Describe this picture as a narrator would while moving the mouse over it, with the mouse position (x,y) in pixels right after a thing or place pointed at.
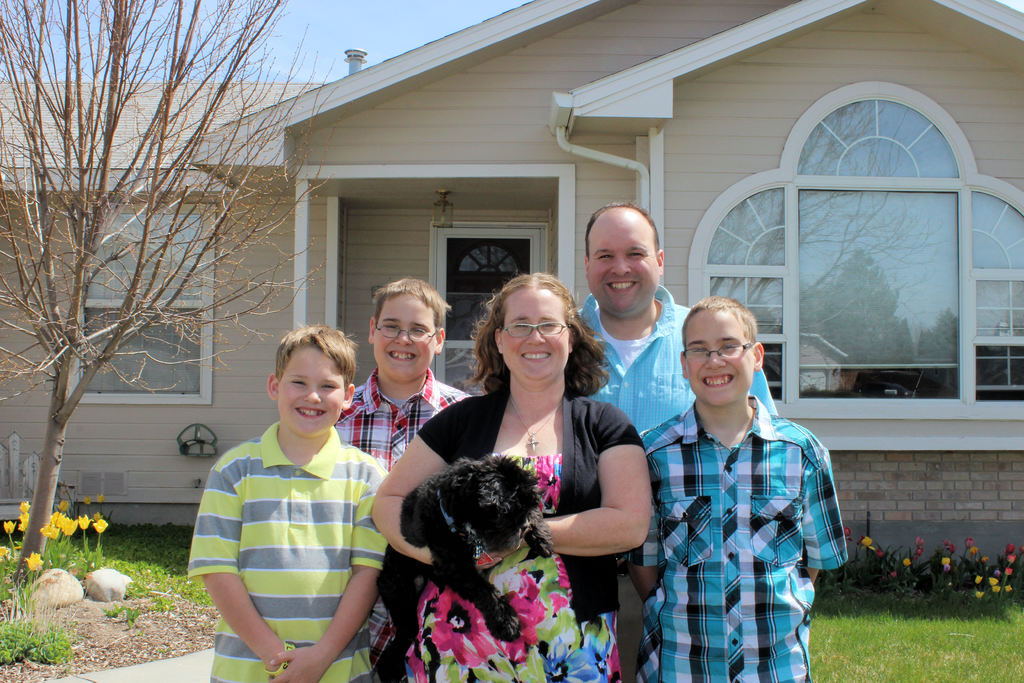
This picture describes about group five people (322,395) and a dog (452,527), in the middle of the image (464,401) a woman (524,571) is holding a dog (478,541) in her hand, in the background (314,251) we can see a house (423,239) and a tree (93,217).
